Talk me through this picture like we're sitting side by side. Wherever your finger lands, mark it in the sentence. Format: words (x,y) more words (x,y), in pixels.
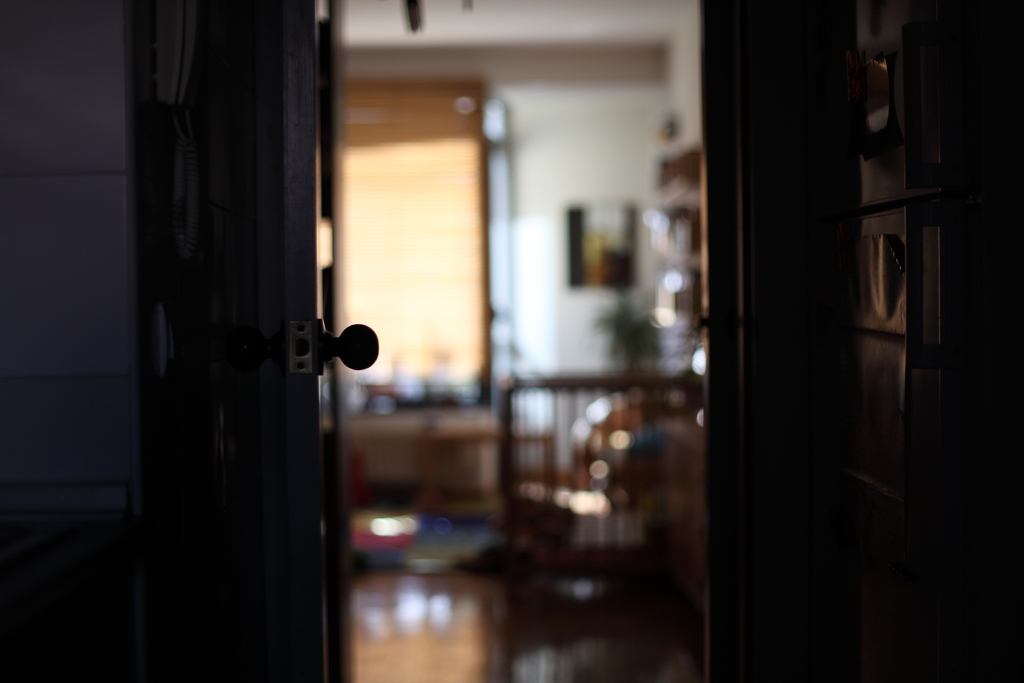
In this image in the front (327,471) there is a door (311,491), on the right side (948,232) there is a cupboard (919,197) and the background (436,235) seems to be blurred and there are objects (467,393) in the background (471,323). In the front (49,564) on the left side (35,585) there are objects (86,551) which are visible.
